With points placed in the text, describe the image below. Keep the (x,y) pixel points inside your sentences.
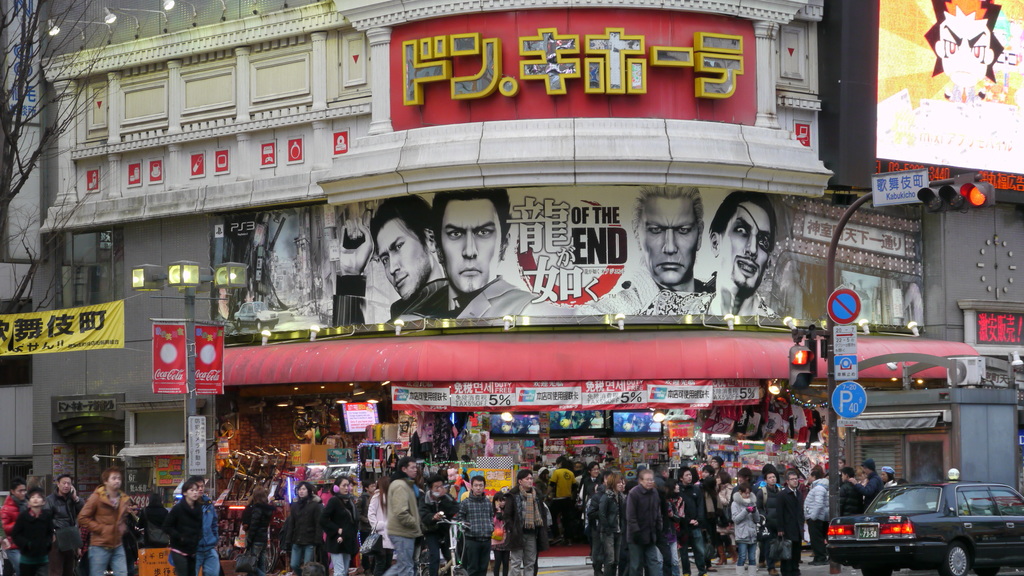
This is an outside view. At the bottom (389,532) I can see a crowd of people (295,534) standing on the road (567,569) and there are few poles (833,474). On the right side (942,542) there is a car (945,544). In the background (775,253) there is a building (237,174). To this building (248,184) few posters (442,272) are attached. On a poster (517,247), I can see some text (563,252) and few images of persons (404,259). In the top right (956,85) there is a screen (916,95). On the left side (32,164) there is a tree (10,163).
